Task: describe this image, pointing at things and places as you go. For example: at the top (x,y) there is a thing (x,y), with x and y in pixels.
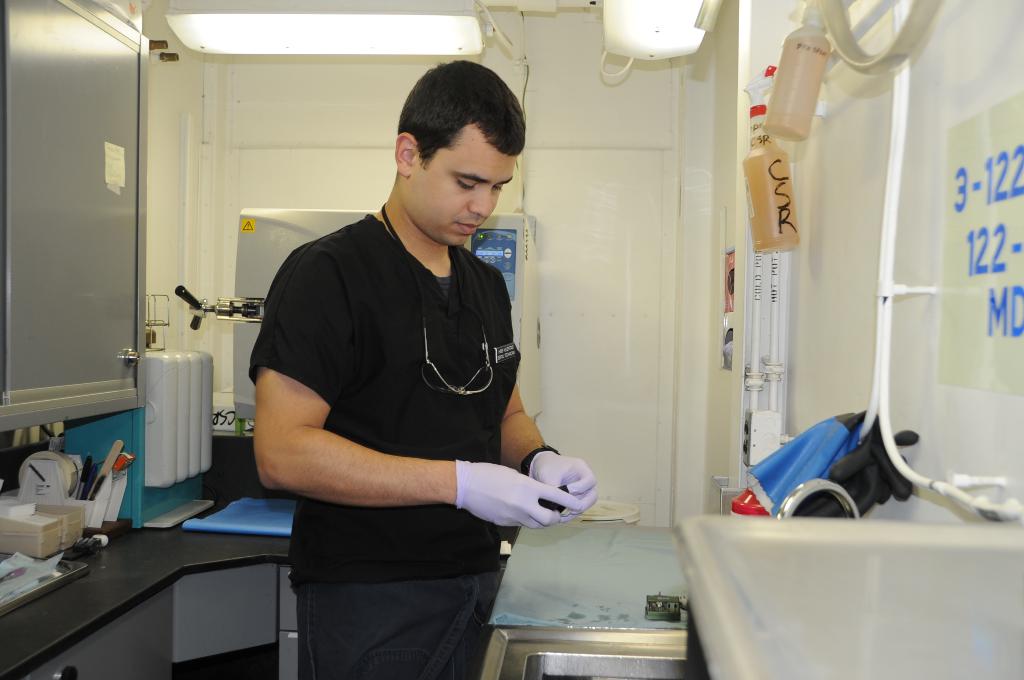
In this image I can see a person (446,471) standing. I can see some objects (90,538) on the table (102,569). At the top (420,50) I can see the lights (474,31).
